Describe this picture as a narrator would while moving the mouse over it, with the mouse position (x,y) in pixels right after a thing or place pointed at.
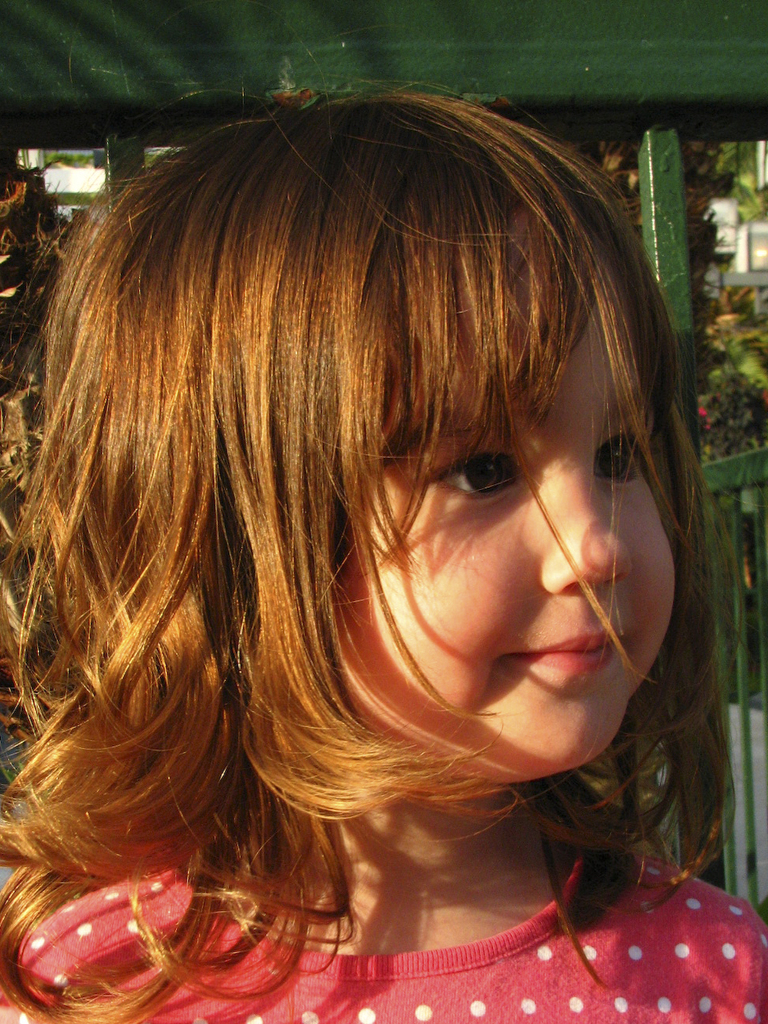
In this image I can see a girl (644,900) looking at someone.
